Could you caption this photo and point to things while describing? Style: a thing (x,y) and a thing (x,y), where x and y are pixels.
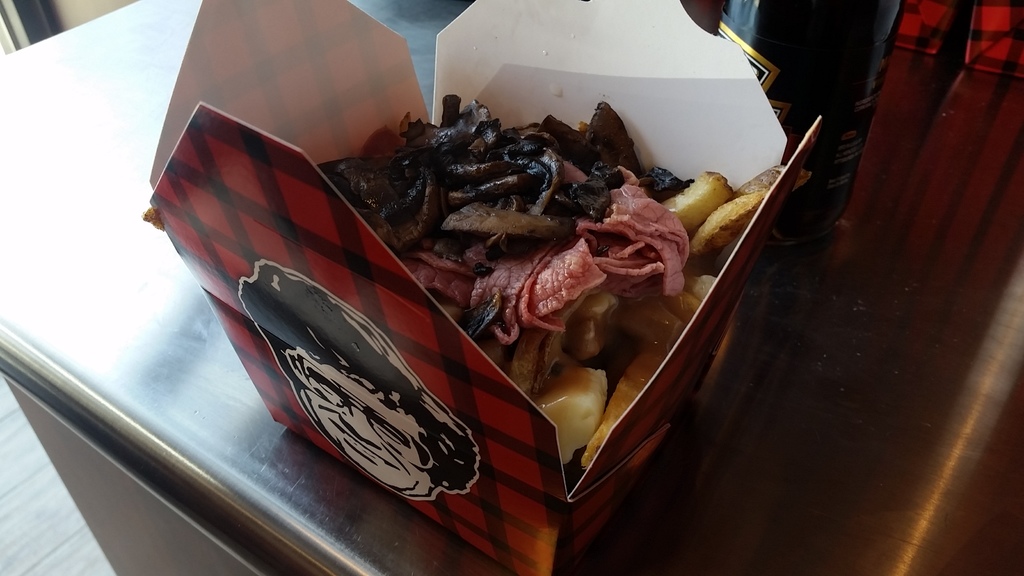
In the image we can see metal surface (790,481) and on it there is a box (487,475). In the box (456,393) we can see food items (529,284), here we can see the bottle (825,60) and the floor (21,534).
